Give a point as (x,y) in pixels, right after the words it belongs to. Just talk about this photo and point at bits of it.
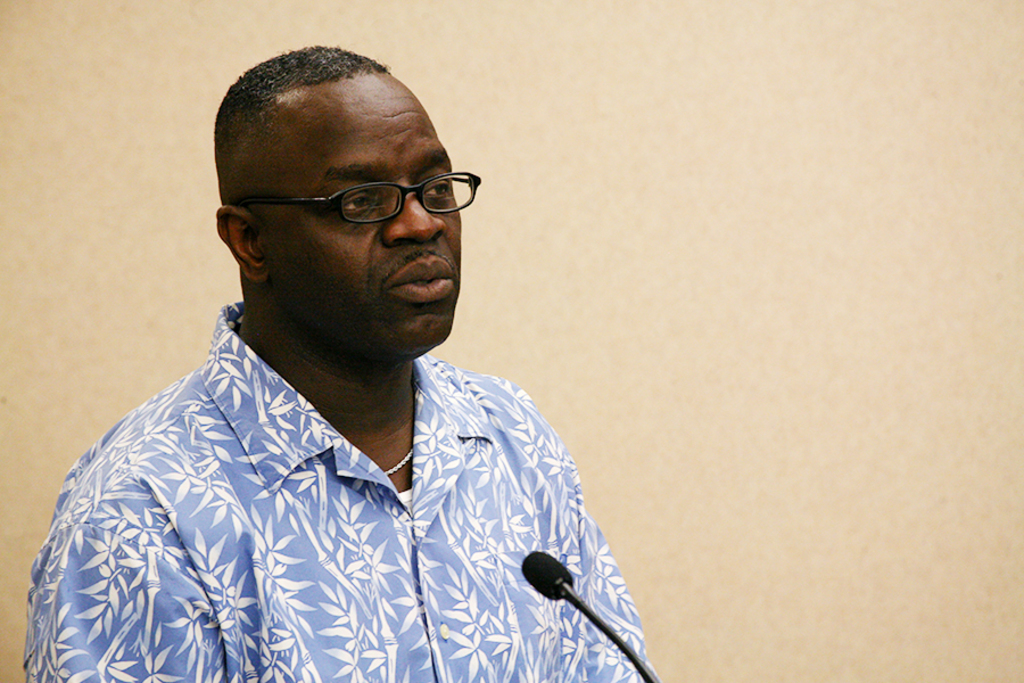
In this image we can see a person (382,585) talking into mic (572,580), behind him there is a wall (509,292).
